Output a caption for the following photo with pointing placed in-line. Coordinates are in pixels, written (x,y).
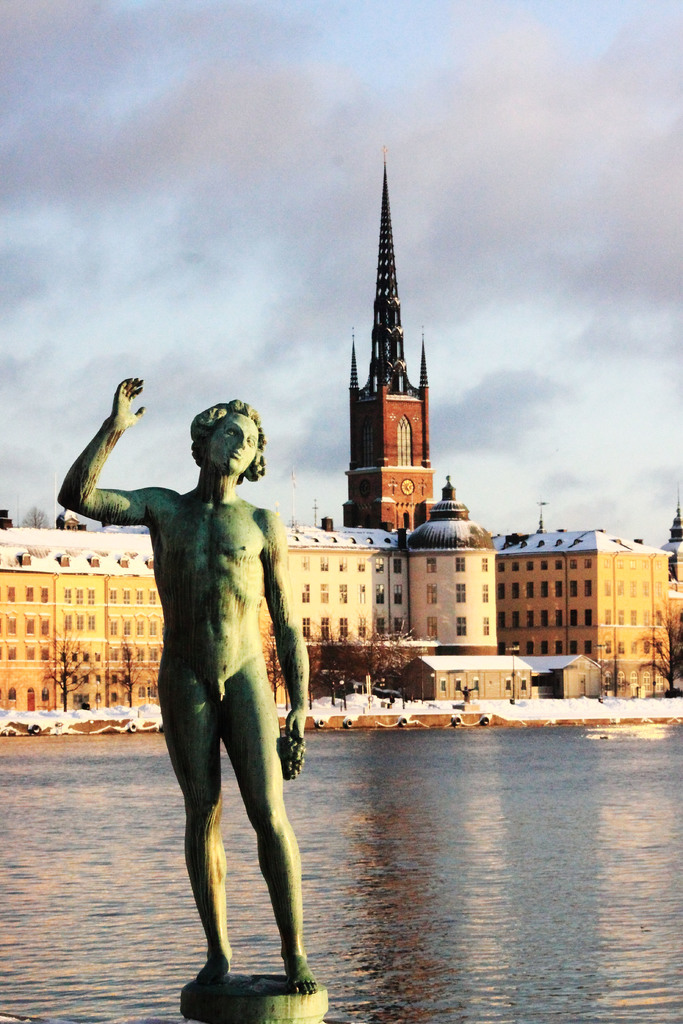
In this picture we can observe a statue (214,566) of a person (214,586). We can observe water (431,803). In the background (408,610) there is a building (386,612) and a tower (394,401). We can observe a sky (240,142) with clouds (344,119).
